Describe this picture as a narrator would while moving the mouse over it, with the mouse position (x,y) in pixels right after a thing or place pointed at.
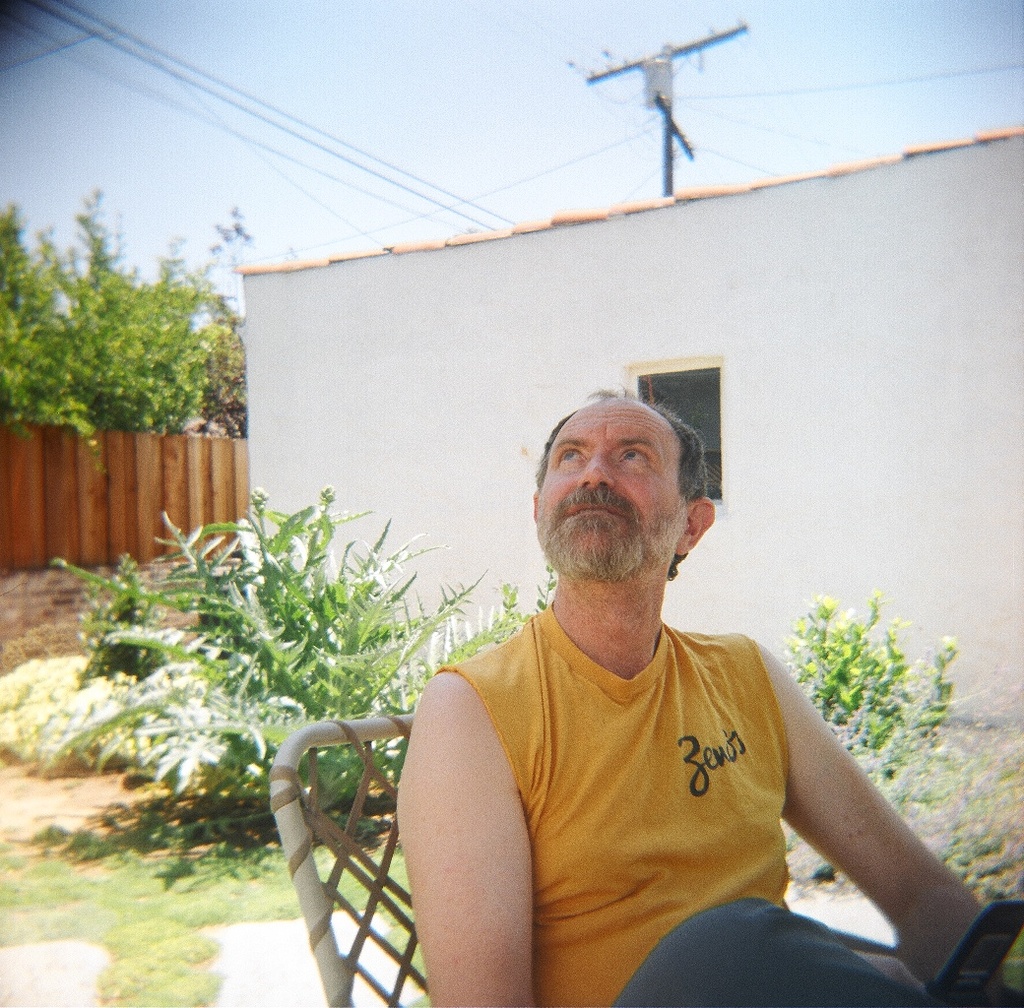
In this picture we can see a man (681,675) sitting on a chair (401,915) is looking at something, in the background (603,372) we can see a room (695,313) and one electric pole (670,136), we can also see some plants (227,620) here.
